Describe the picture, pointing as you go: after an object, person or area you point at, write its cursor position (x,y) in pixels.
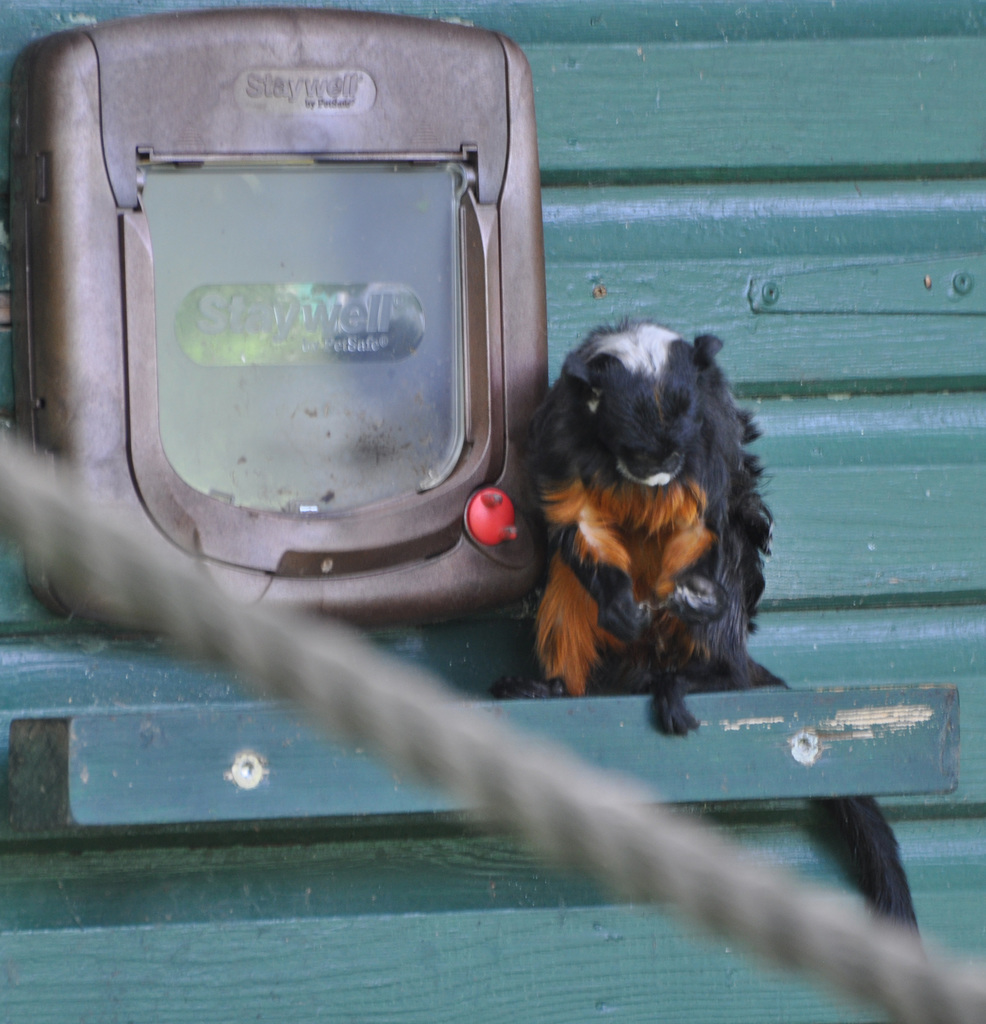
In this image we can see one thread (537,736), one object (397,129) attached to the green color surface (156,913) and one animal (560,483) on the surface (173,770).
